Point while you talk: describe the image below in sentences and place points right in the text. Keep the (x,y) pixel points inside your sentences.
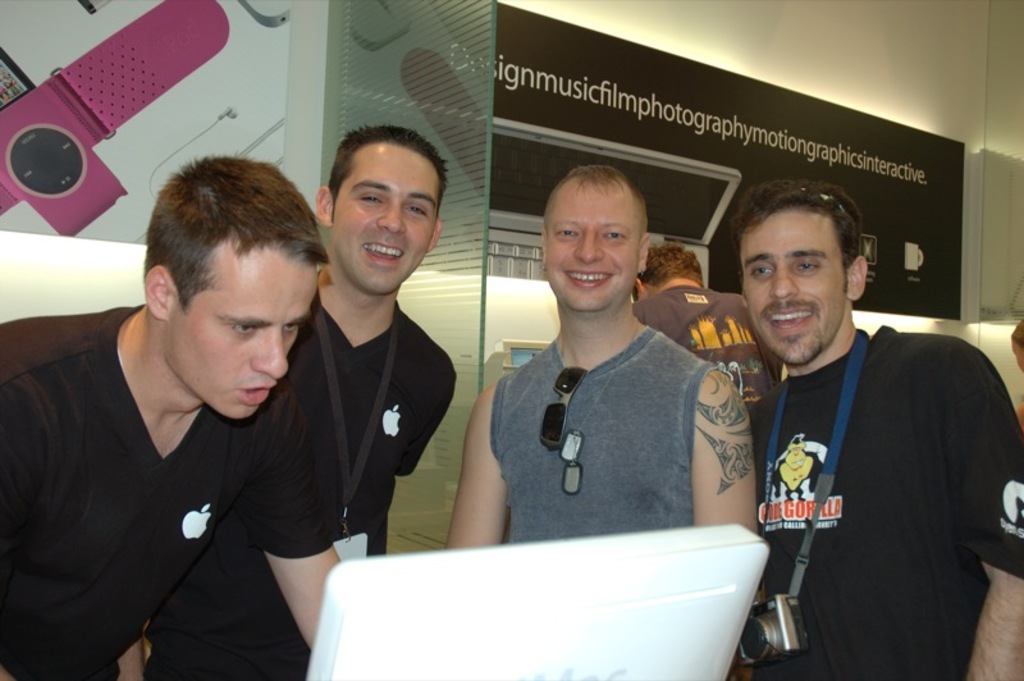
In this image we can see group of persons (713,426) standing. One person (255,460) is looking at the screen (549,649). One person (883,456) is wearing camera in his neck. In the background (867,189), we can see banners (654,155) with some text (607,110) and some lights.
